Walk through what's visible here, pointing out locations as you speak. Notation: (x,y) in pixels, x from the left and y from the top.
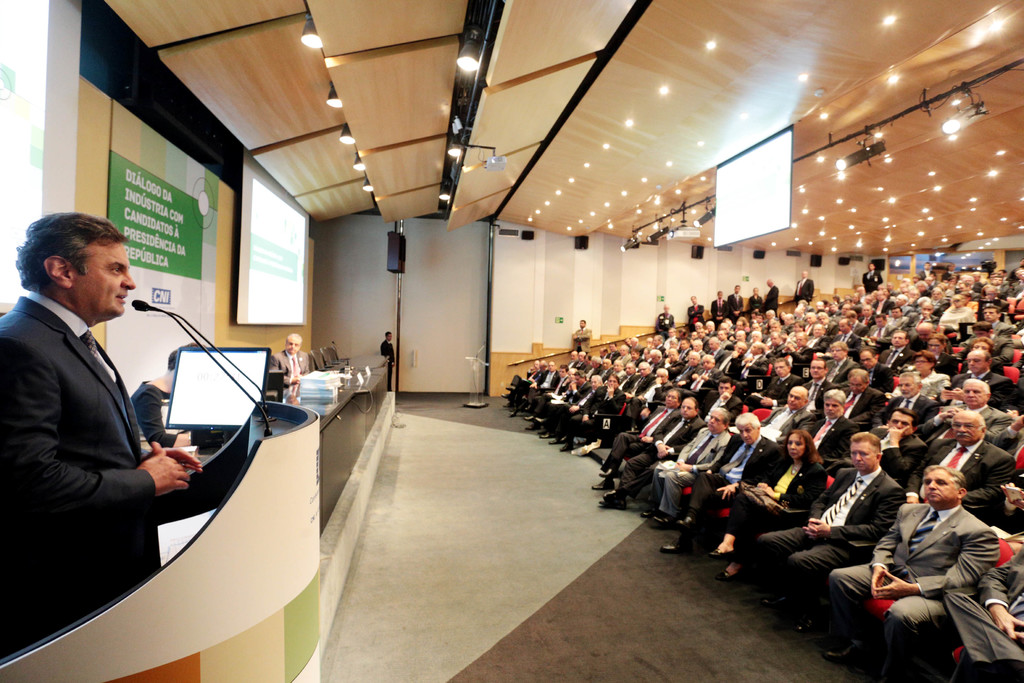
In this picture we can see a man (32,353) standing in front of mike (145,307) and talking to the people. This is the monitor (237,415). Here we can see so many people (875,437) are sitting and listening to him. This is the floor (549,509). Here we can see some persons (754,305) are standing. This is the screen (288,286) and these are lights (670,164). This is the door (442,342) and a person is standing besides the door (439,349). Here we can see some chairs (322,354) and one person (303,366) is sitting on this chair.
